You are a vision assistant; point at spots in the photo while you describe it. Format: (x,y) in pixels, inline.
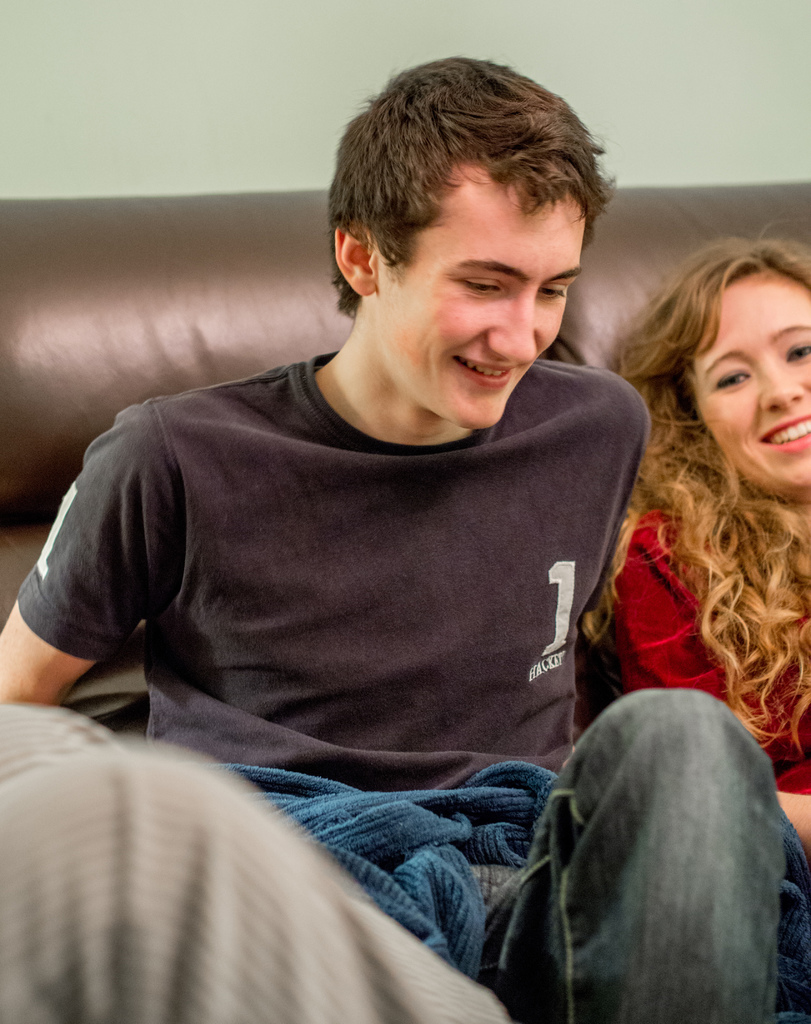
In this picture we can see there are two people (424,634) sitting on a couch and in front of the man (342,691) there are clothes (389,844). Behind the people (429,538) there is a wall (582,45).
